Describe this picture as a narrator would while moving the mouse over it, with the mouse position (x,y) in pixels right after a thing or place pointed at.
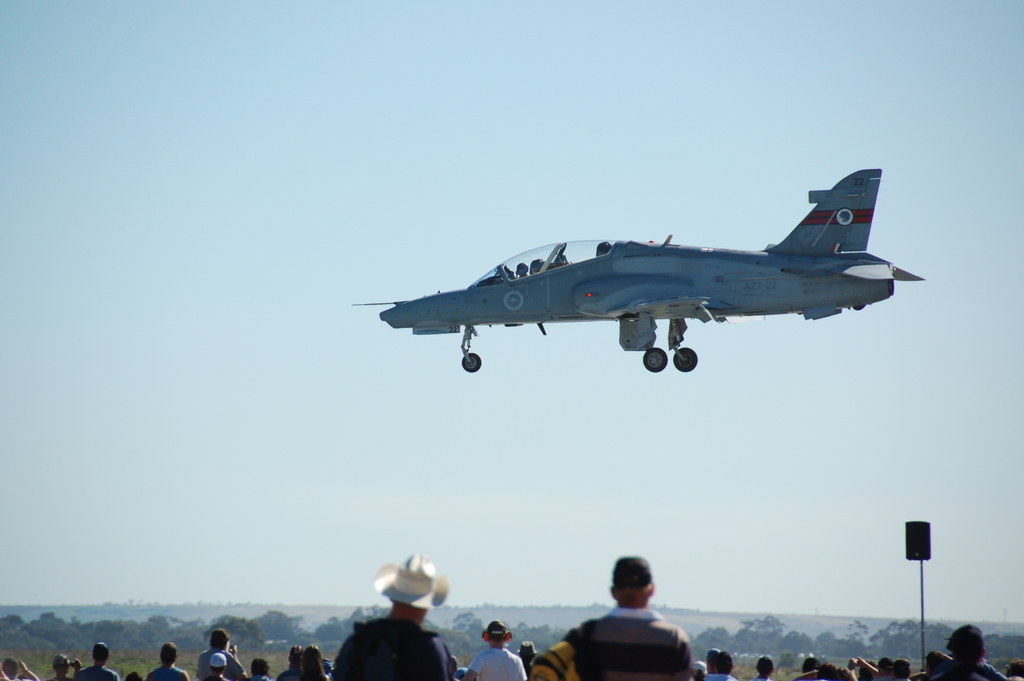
In this image there is a fighter jet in the air (505,406). At the bottom of the image (495,629) there are people (575,648). In the background of the image (290,632) there are trees (107,628), mountains (197,617) and sky (309,487).
